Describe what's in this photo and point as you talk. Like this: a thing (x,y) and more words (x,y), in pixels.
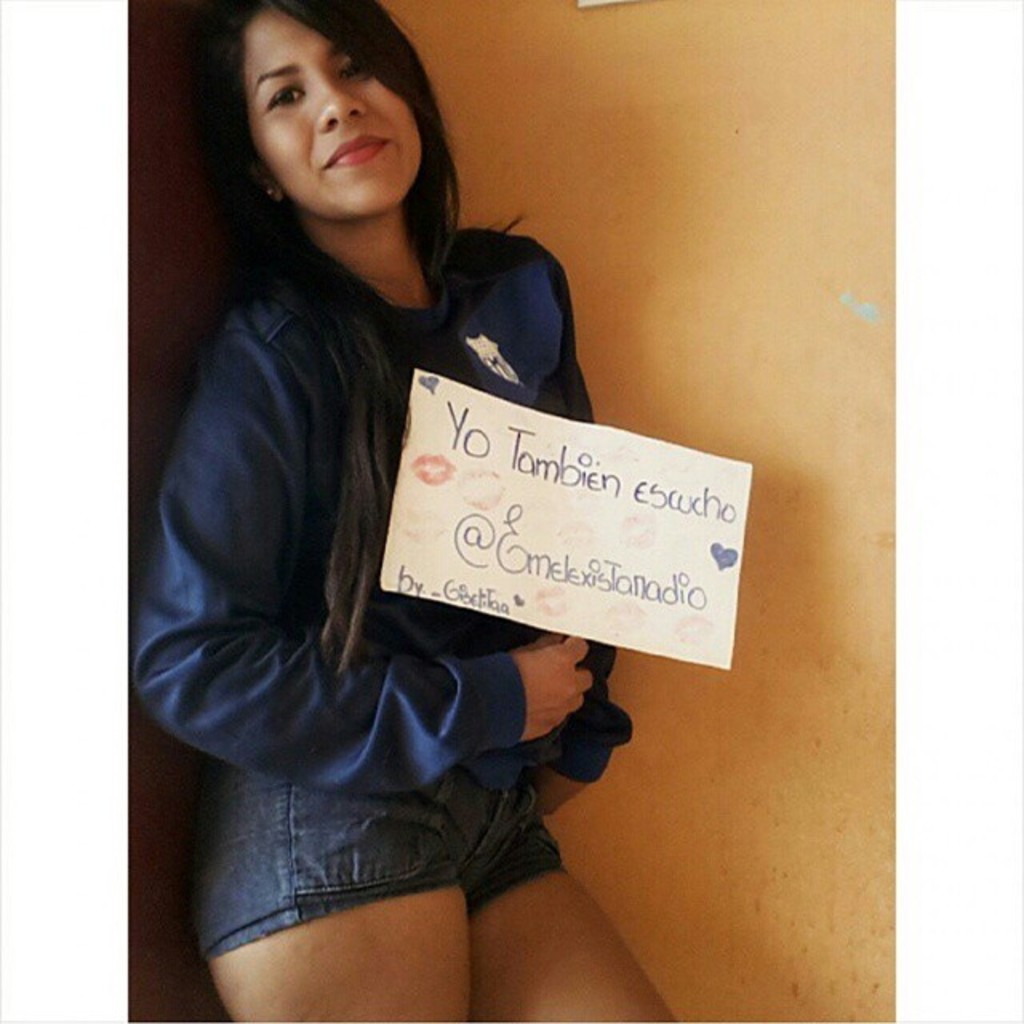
In this picture I can see there is a woman (228,177) standing and she is wearing a hoodie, a pair of shorts (348,849) and is holding a board (582,537) and there is a yellow color wall (536,155) in the backdrop (777,773).
